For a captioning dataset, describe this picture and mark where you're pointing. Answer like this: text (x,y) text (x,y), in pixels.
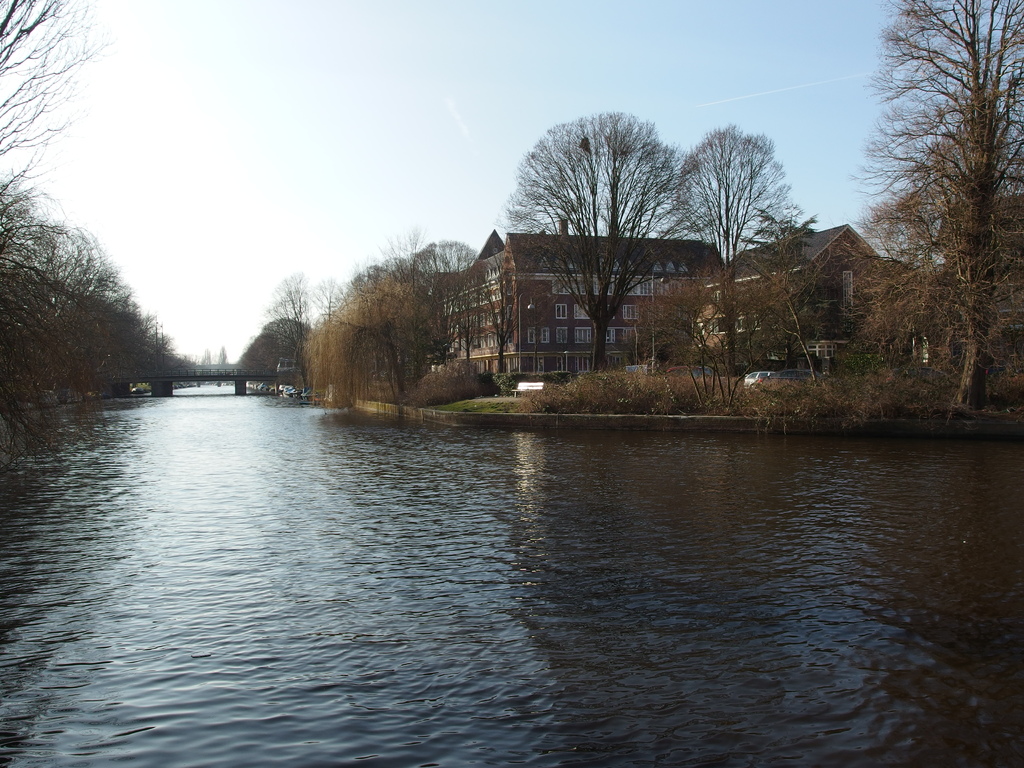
This picture is taken from outside of the city. In this image, on the right side (800,291), we can see some buildings (627,334), trees (498,360), plants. On the left side (98,271), we can see some plants (49,356) and trees (67,361). In the middle of the image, we can see a bridge (195,371). In the background (208,358), we can see some trees (256,355). At the top (403,135), we can see a sky (403,135) which is clear, at the bottom (610,638), we can see water (500,674).
